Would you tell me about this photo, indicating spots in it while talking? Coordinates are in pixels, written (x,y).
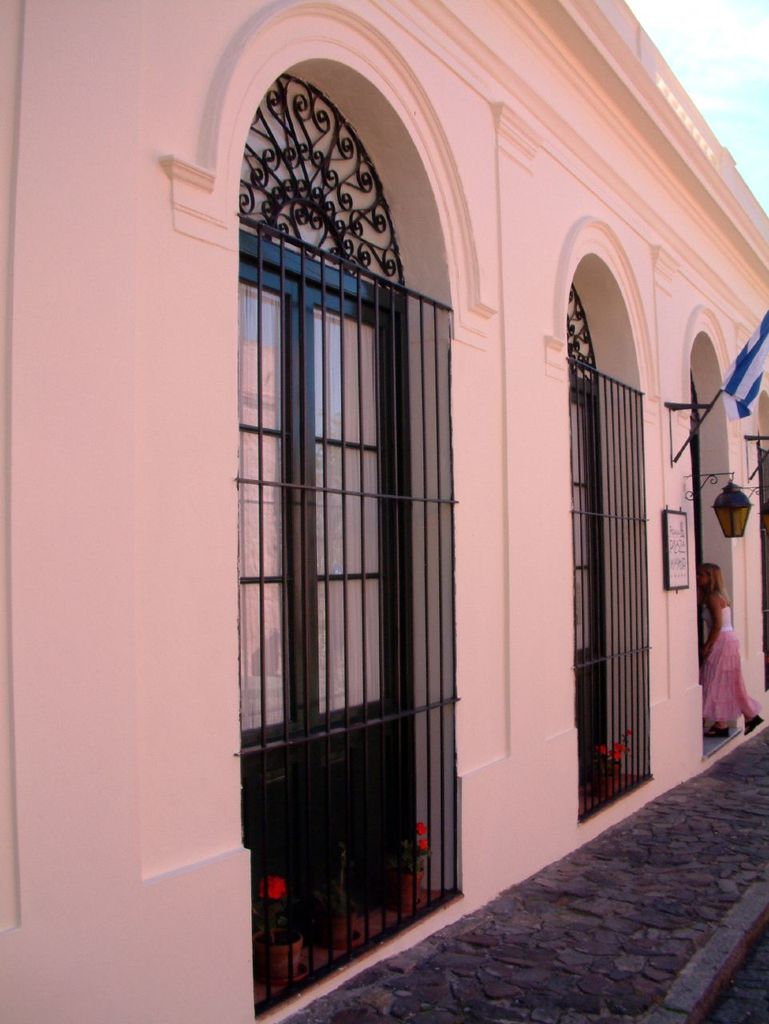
In this image we can see there is a building (332,401) and there is a girl (728,671) entering into the building (512,620), there is a flag (762,342) on the building (680,110). In the background (722,74) there is a sky (737,85).
